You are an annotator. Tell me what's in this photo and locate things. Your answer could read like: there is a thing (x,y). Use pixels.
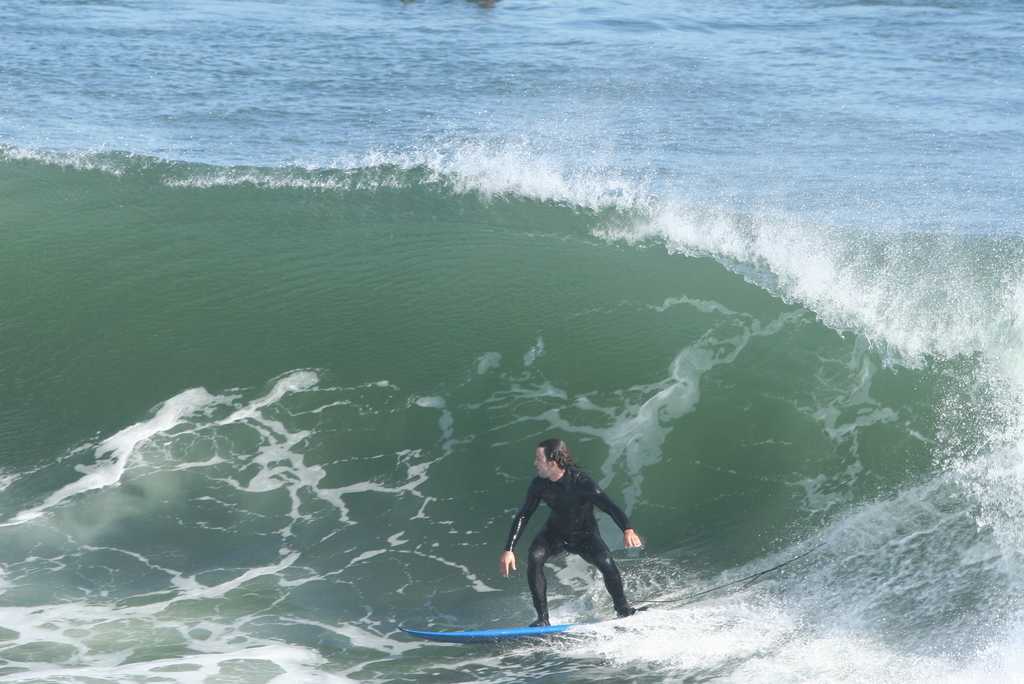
In this picture I can see there is a person (544,475) surfing and he is wearing a black color swim suit (569,507) and there is a tide (377,177) in the ocean (449,239).
